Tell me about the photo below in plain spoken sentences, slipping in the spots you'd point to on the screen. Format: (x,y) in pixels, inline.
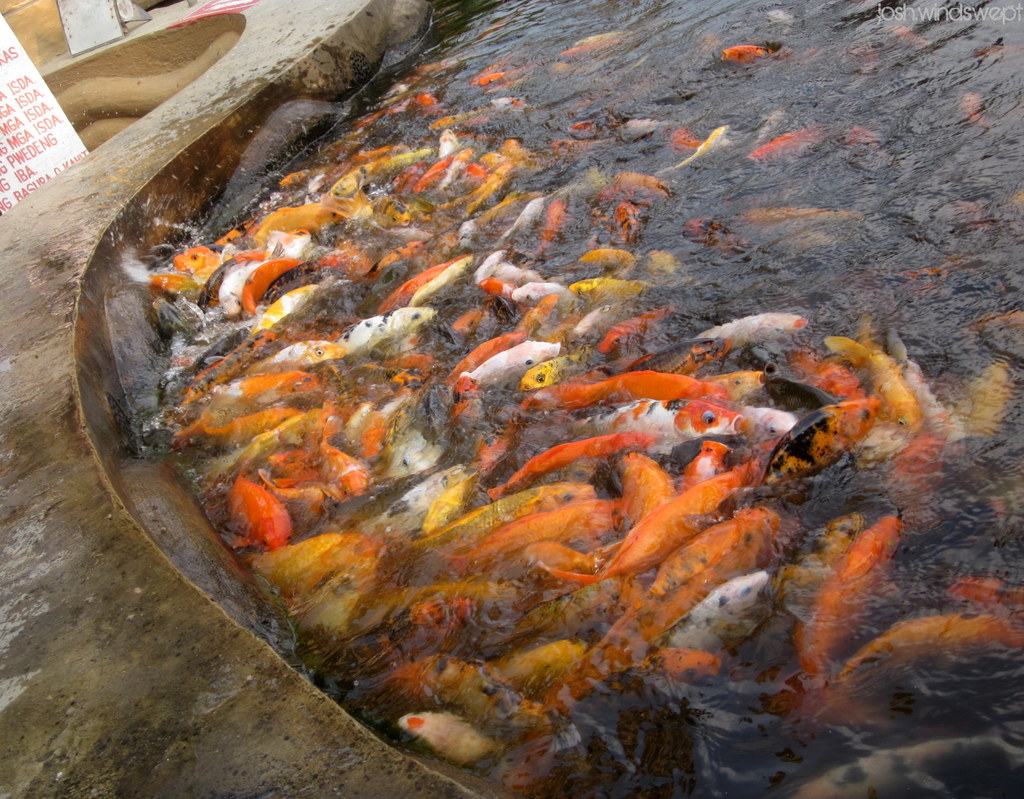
At the bottom of the image (393,664) there is a tank (114,175) with water (749,106) and there are many fishes (486,443) in the water (427,368). On the left side of the image (17,165) there is a board (38,165) with a text (19,132) on it.
